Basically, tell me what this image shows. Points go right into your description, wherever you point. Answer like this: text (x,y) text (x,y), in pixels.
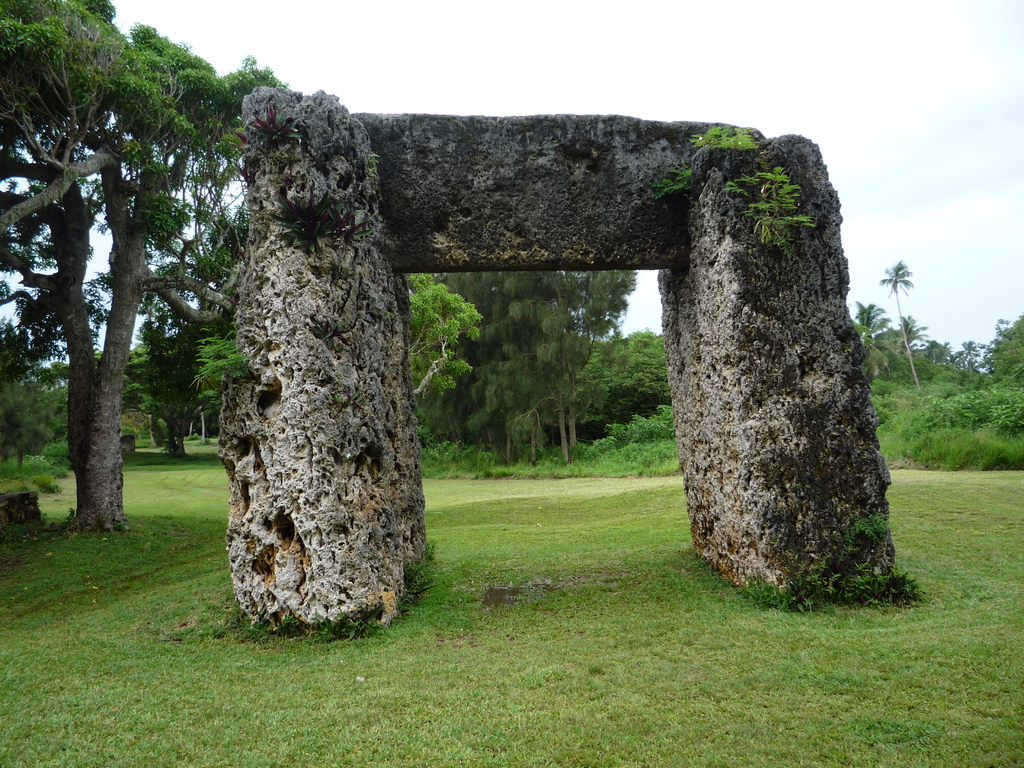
In the background (881,86) we can see the sky (480,59), trees (536,321). In this picture we can see the wall (768,163) and plants (782,180) are visible on the right side of the wall (840,262). At the bottom portion of the picture (569,685) we can see the green grass (610,702).
